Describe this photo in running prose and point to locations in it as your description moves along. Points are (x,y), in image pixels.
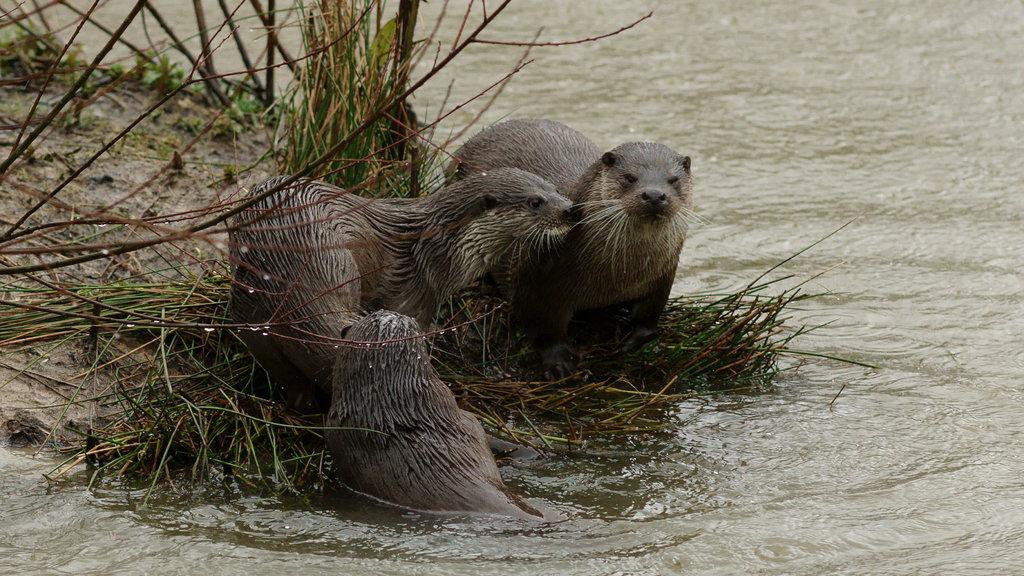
In this image, we can see otters (648,199), plants (314,416) and water (918,171). Here we can see a otter (424,480) in the water (459,532).
